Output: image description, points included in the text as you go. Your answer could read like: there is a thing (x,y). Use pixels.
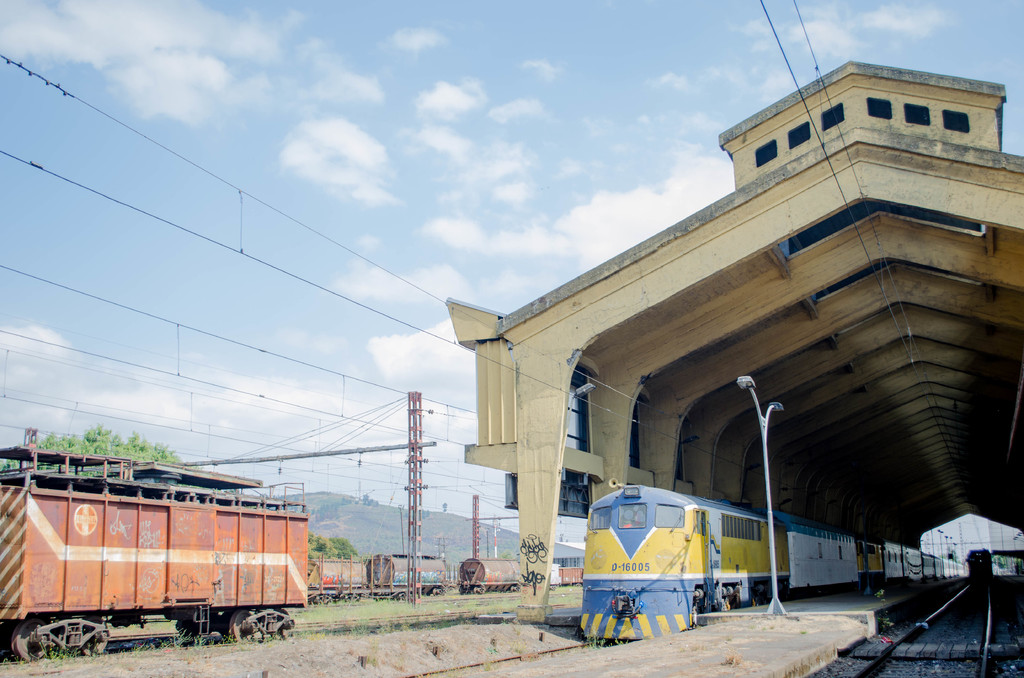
In this image I can see few railway tracks (973,638) and on it I can see trains (21,517). I can also see few poles (773,599), wires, trees (1002,561), a tunnel (589,480), clouds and the sky (334,228).
